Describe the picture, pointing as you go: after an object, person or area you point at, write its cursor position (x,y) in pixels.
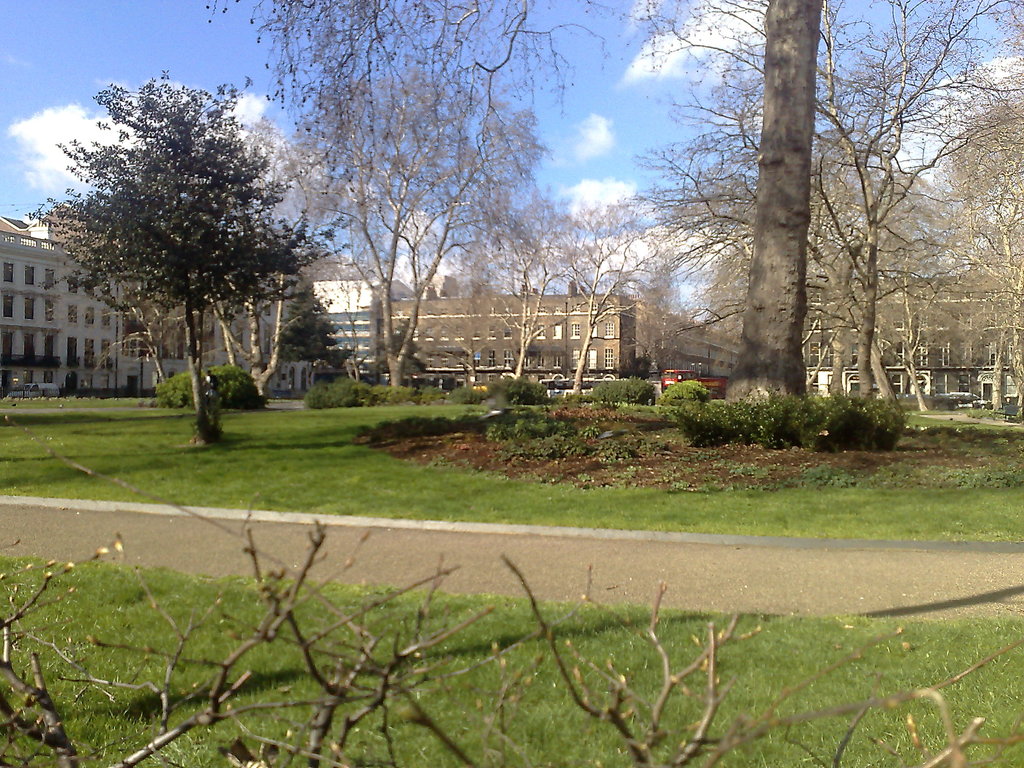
In this image we can see the trees (802,270), plants (676,387), grass (506,477), buildings (93,338) and also the road (125,523). We can also see a vehicle (682,379) in the background (708,379). Sky (146,16) is also visible with the clouds (603,195).
